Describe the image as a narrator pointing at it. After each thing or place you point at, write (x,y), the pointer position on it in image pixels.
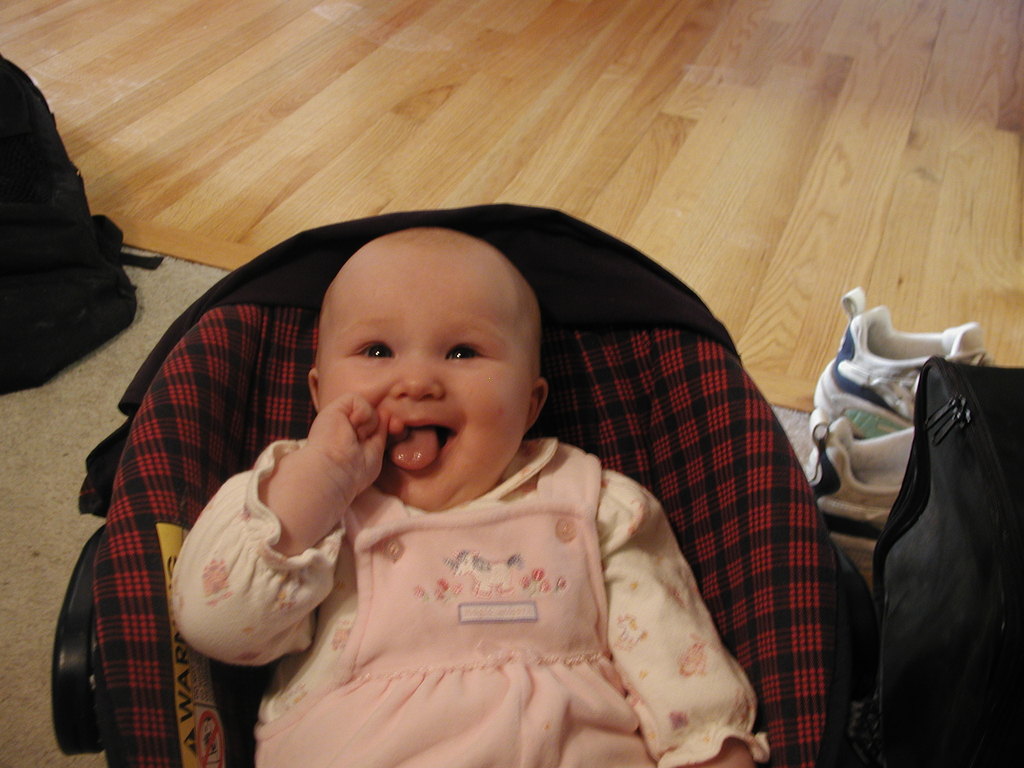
As we can see in the image there is a wooden floor (377,154), bag (67,168), shoes (914,367), cloth (680,466), chairs (723,525) and a child (468,504) wearing pink color dress (418,527).
